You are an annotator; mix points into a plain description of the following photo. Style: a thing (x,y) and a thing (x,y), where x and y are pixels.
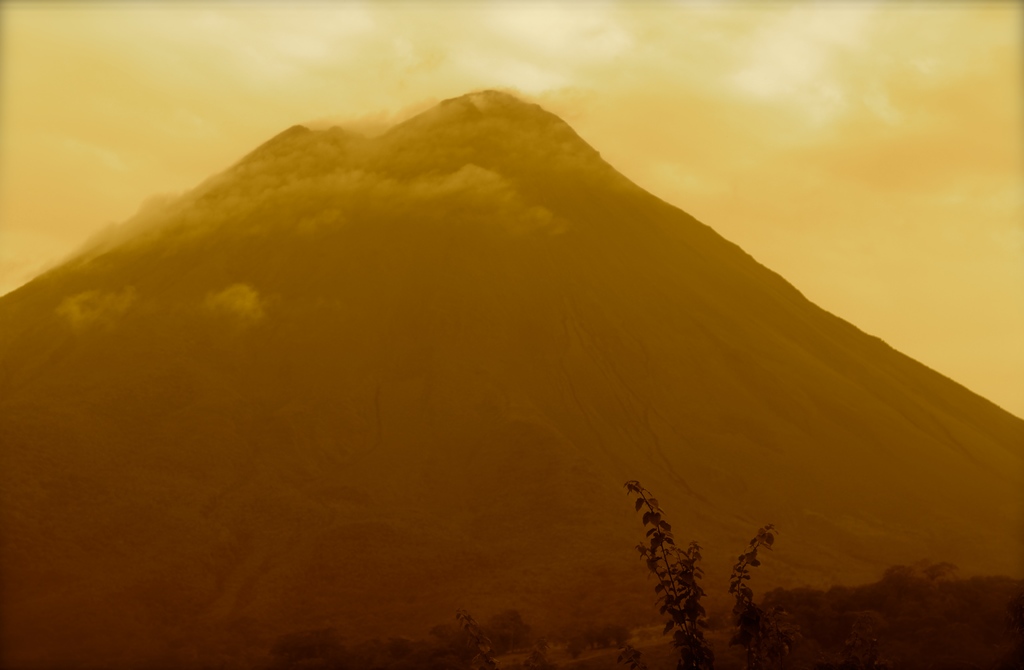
In this image we can see a mountain (511,355) and a clouds (629,30) which is passing over a mountain (614,202). There are some tree (382,651) and plants (954,636) are visible.
